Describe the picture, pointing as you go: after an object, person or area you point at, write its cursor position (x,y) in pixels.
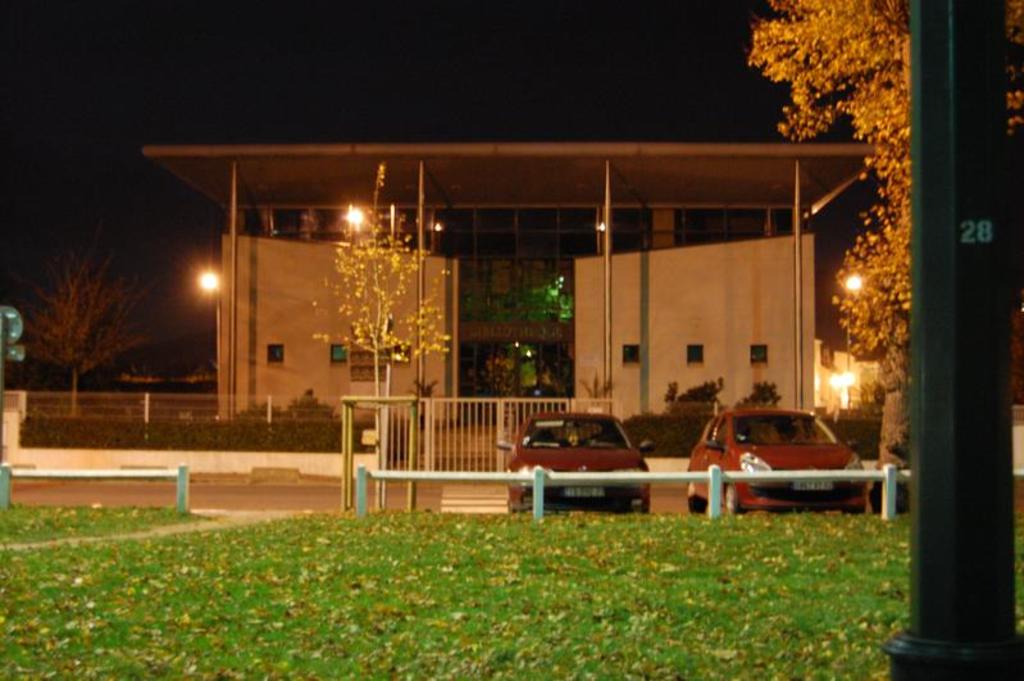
In this image, there is grass (351,610) on the ground (483,609), we can see two cars (751,498), there is a house (616,295) and there is a shed (366,184), at the right side (879,156) there is a tree (882,128) and we can see some lights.
